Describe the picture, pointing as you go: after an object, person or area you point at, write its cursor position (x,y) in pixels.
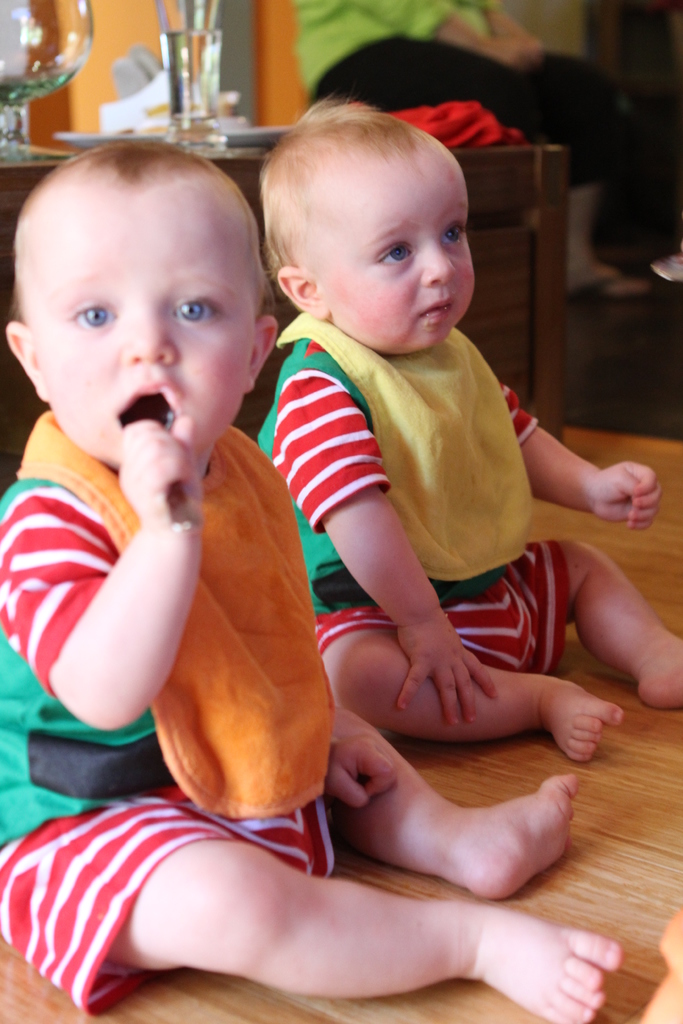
In the image in the center (264,653), we can see two babies (456,169) are sitting. In the background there is a wall (582,23), one person (503,99) sitting and one table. On the table (237,172), we can see glasses (209,96), one cloth (459,111) and a few other objects (143,79).
